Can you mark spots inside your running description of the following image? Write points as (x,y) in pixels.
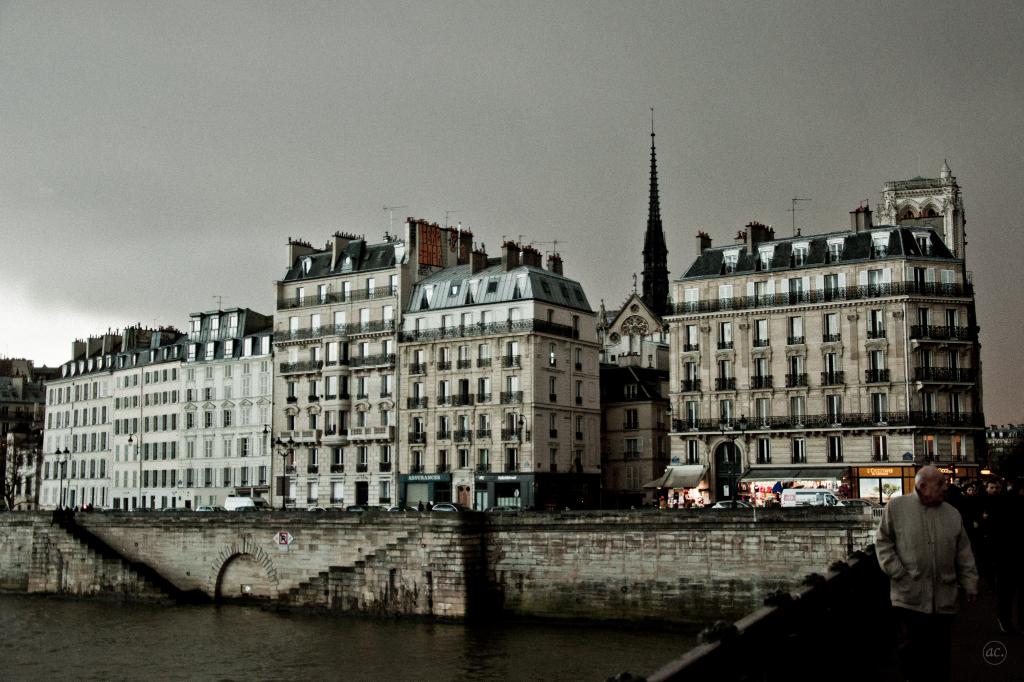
These are the buildings (515,388) with windows (483,380). I can see few vehicles (253,508) on the road (784,509). Here is the water (276,659) flowing. I think this is the bridge (788,626). I can see few people (954,591) standing. These are the stairs (312,583).
